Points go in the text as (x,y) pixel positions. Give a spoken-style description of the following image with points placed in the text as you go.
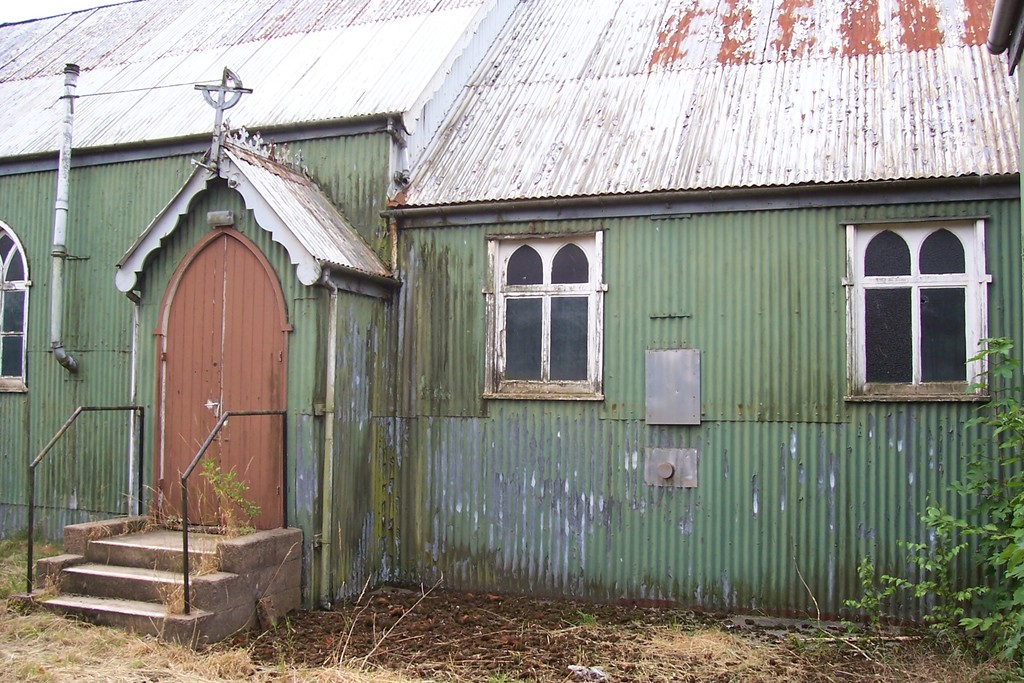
In this image we can see a shed (589,538). On the left (103,581) there are stairs (102,563) and we can see railings (188,578). On the right (998,524) there is a tree (998,582) and we can see a door (278,313) and windows (588,305).
